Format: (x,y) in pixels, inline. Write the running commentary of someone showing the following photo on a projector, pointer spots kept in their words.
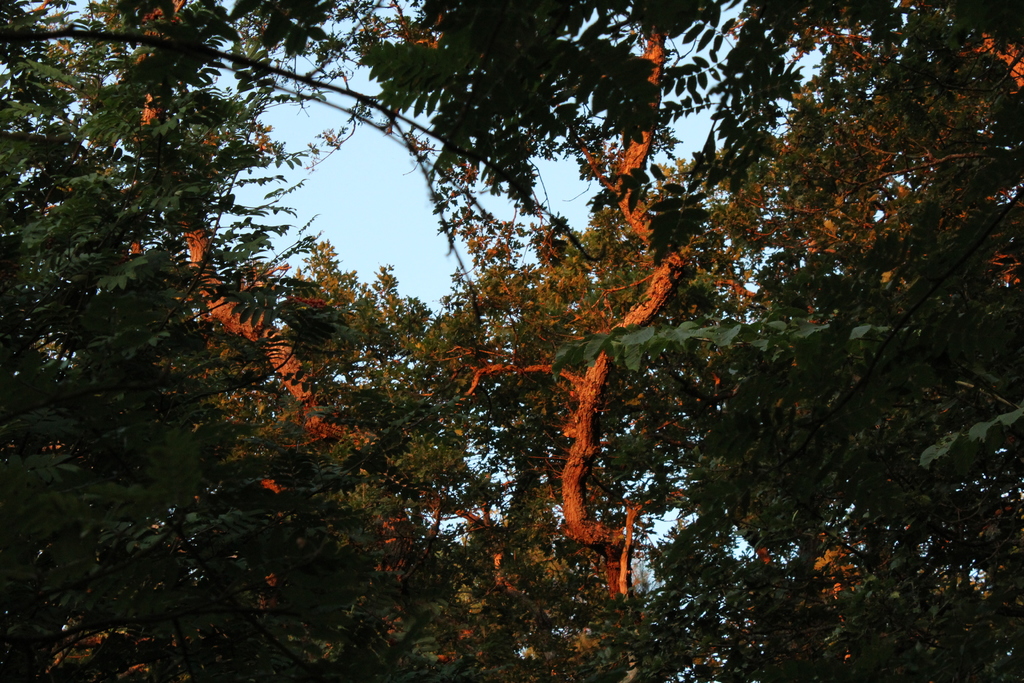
There are trees (600,553) having green color leaves (406,334). In the background (356,199), there is blue color sky (359,192).
